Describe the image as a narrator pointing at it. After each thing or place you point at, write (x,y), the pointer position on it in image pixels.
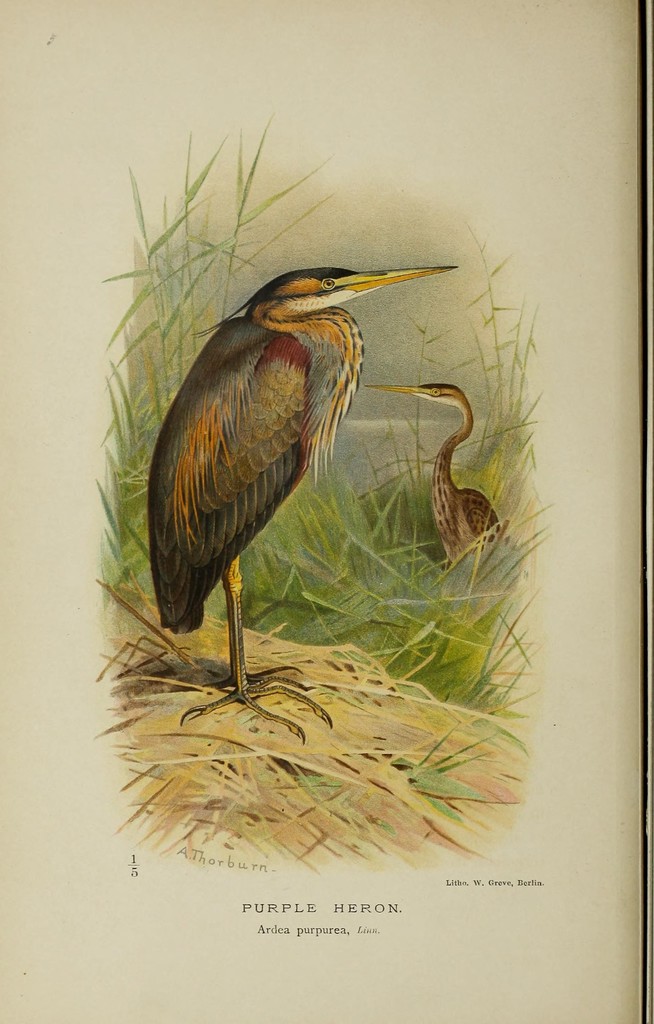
In this image in the center (301,668) there is one paper (136,783), on the paper (458,458) there is drawing (312,417). At the bottom of the paper (371,909) there is some text (279,928).
